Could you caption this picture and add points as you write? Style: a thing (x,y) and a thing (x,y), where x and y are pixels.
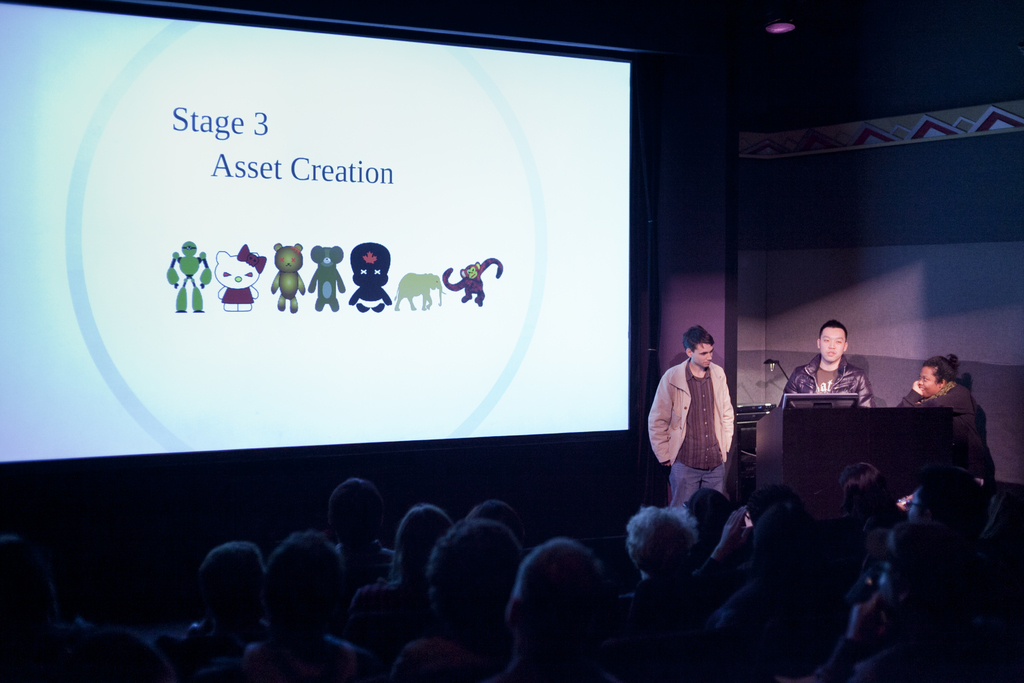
In this picture we can see three people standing near to a podium (934,446). On the left side (255,220) there is a screen (592,377). At the bottom (672,603) we can see people (495,575).
